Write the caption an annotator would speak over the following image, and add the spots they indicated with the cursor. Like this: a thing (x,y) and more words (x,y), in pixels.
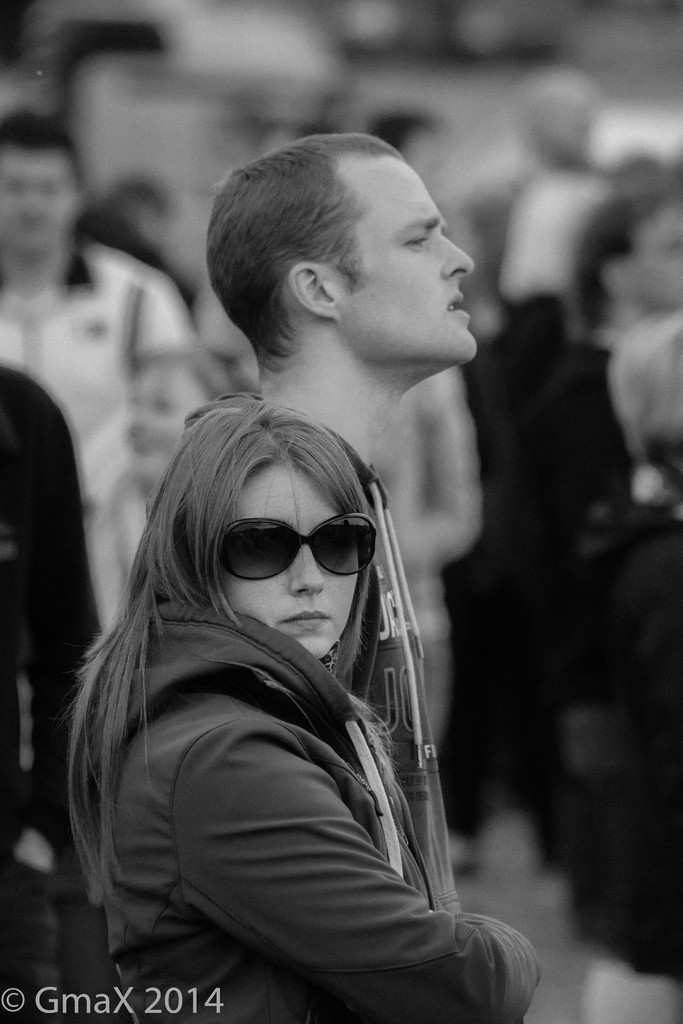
In the image we can see the black and white picture of people (188,744) wearing clothes (187,731). On the bottom left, we can see the watermark (55,1005) and the background (443,131) is blurred.
